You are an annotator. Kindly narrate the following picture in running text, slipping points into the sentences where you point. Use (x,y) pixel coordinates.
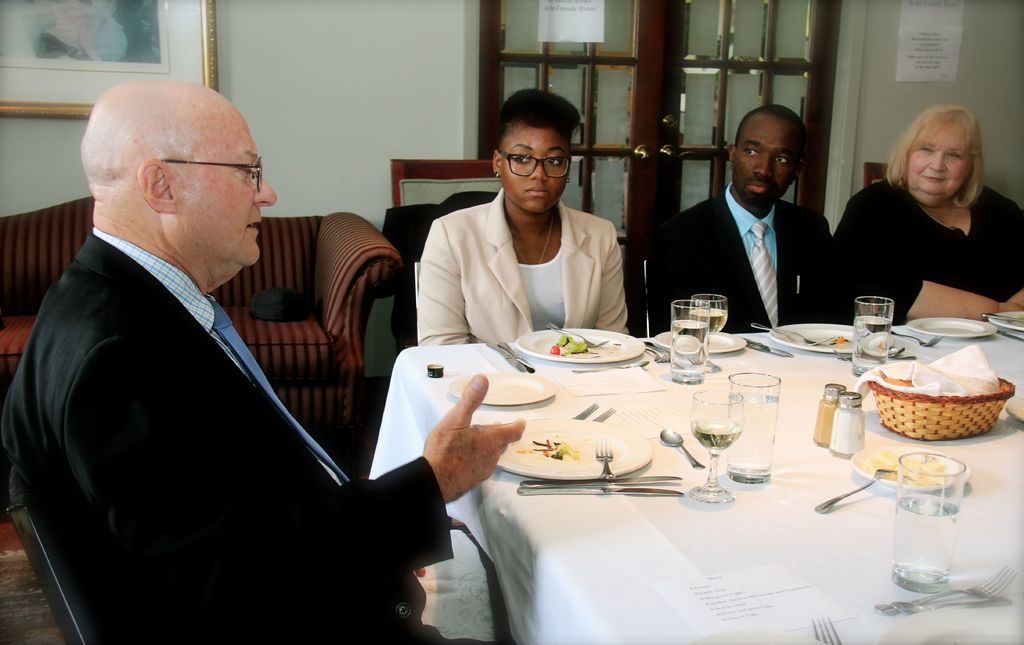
People (268,466) are sitting on the chair (28,544) and on the table (738,562) we have glass (763,402), plate (633,449), spoon (681,449) and back we have sofa (324,268) door (549,70) and on the wall (281,65) we have frame (157,53).
